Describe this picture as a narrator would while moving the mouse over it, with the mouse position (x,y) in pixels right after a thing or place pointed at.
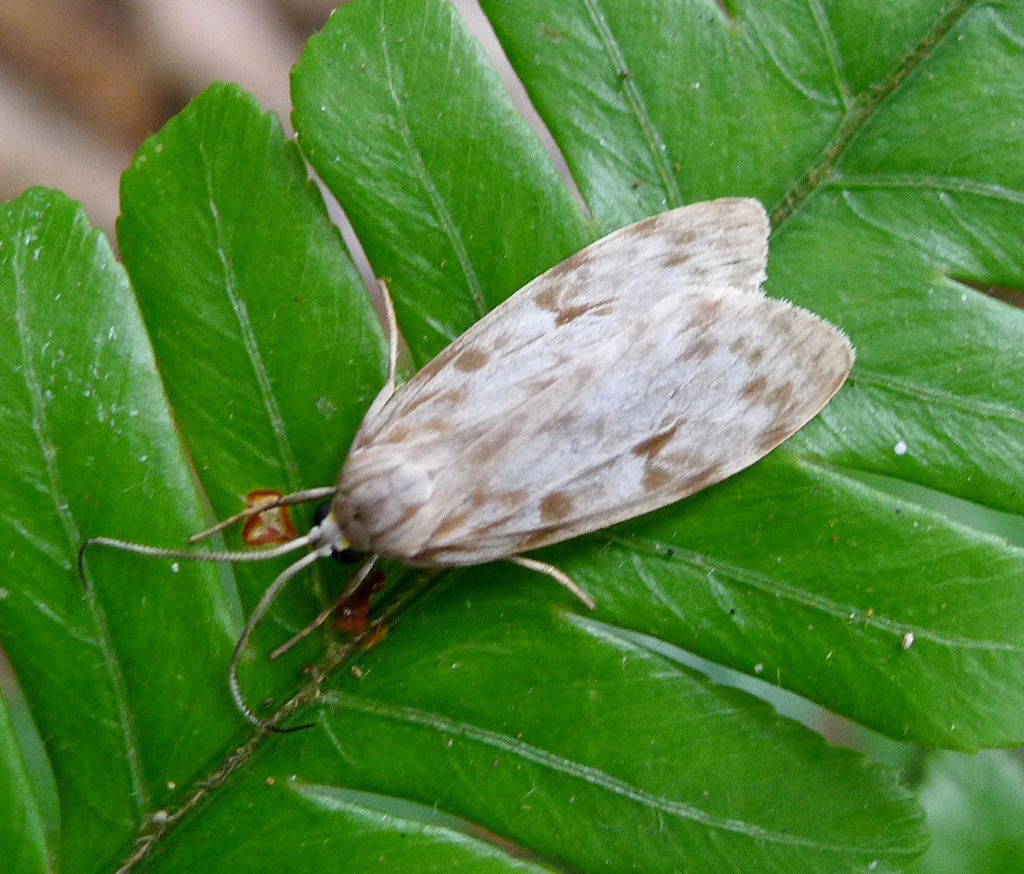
There is an insect (383,397) present on the leaves (268,312) as we can see in the middle of this image (587,535).
